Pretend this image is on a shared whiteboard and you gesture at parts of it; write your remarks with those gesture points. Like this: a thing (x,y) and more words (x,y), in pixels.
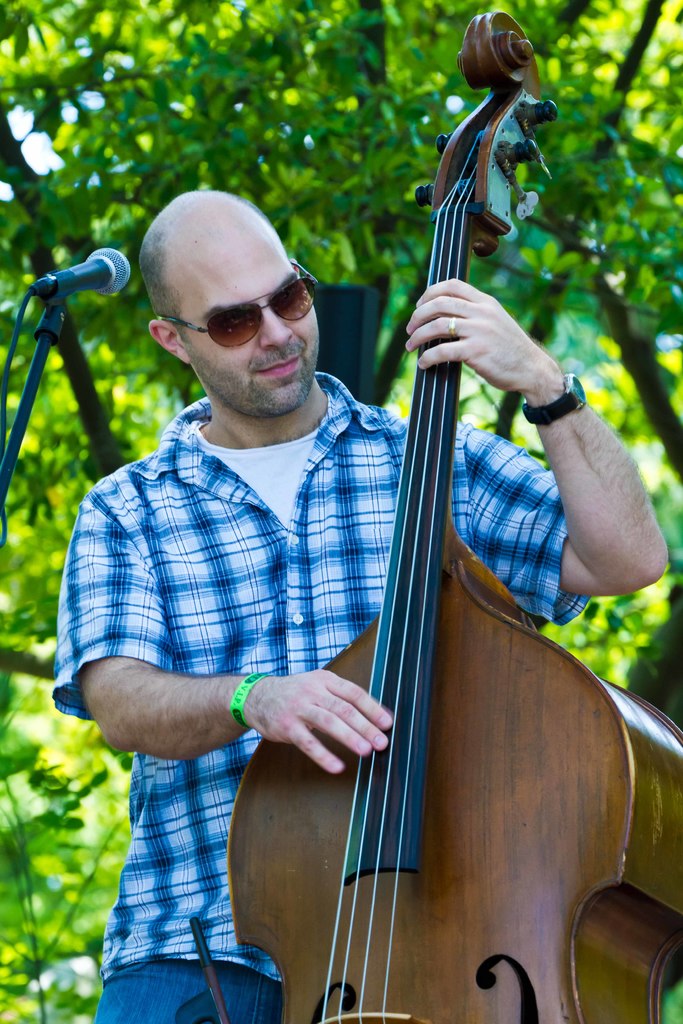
In the image we can see there is a man (203,451) who is standing and holding double bass (346,780) in his hand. At the back (393,200) there are lot of trees (342,131).
